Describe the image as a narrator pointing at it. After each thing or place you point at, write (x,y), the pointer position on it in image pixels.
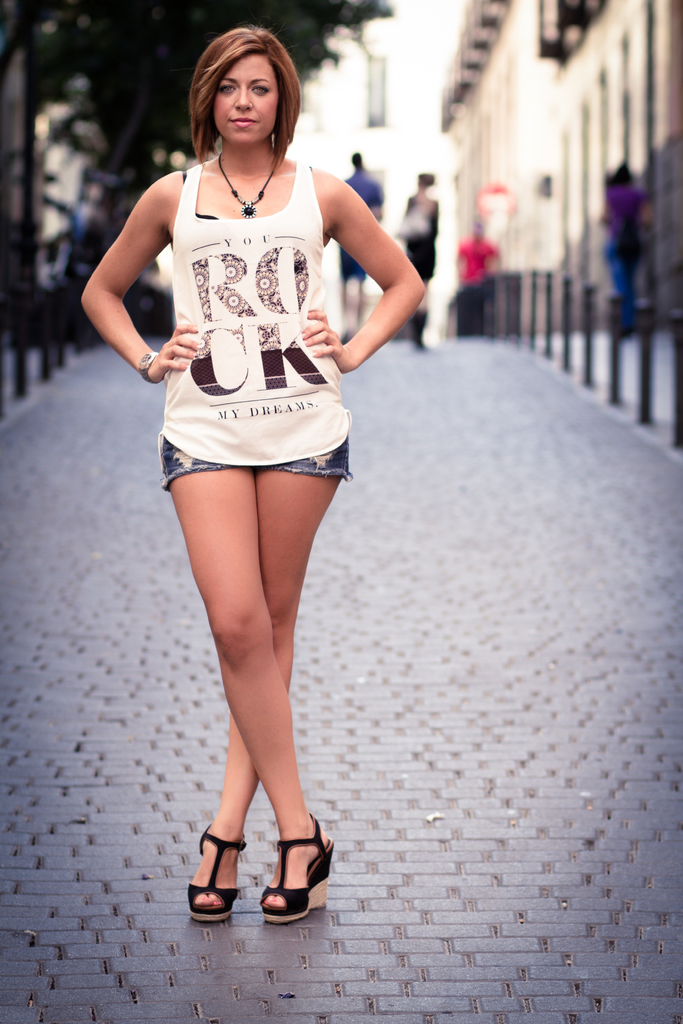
In this image I can see few people (313,421) are on the road (337,642). On both sides of the road (495,355) I can see the poles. To the left (167,163) I can see the trees (167,163). To the right (548,114) I can see the building (545,124).
